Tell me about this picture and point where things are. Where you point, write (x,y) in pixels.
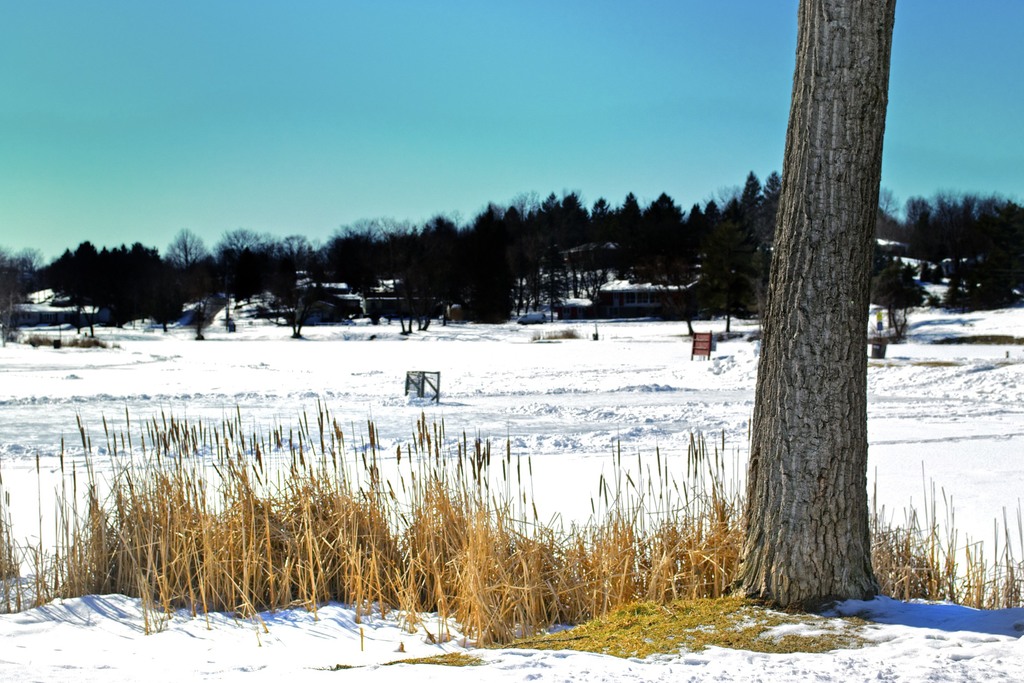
Land (521,405) is covered with snow (425,351). Here we can see plants (537,556) and tree (802,340). Background (92,229) we can see trees (490,296), houses (598,308), boards (703,340), vehicle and blue sky (398,122).
